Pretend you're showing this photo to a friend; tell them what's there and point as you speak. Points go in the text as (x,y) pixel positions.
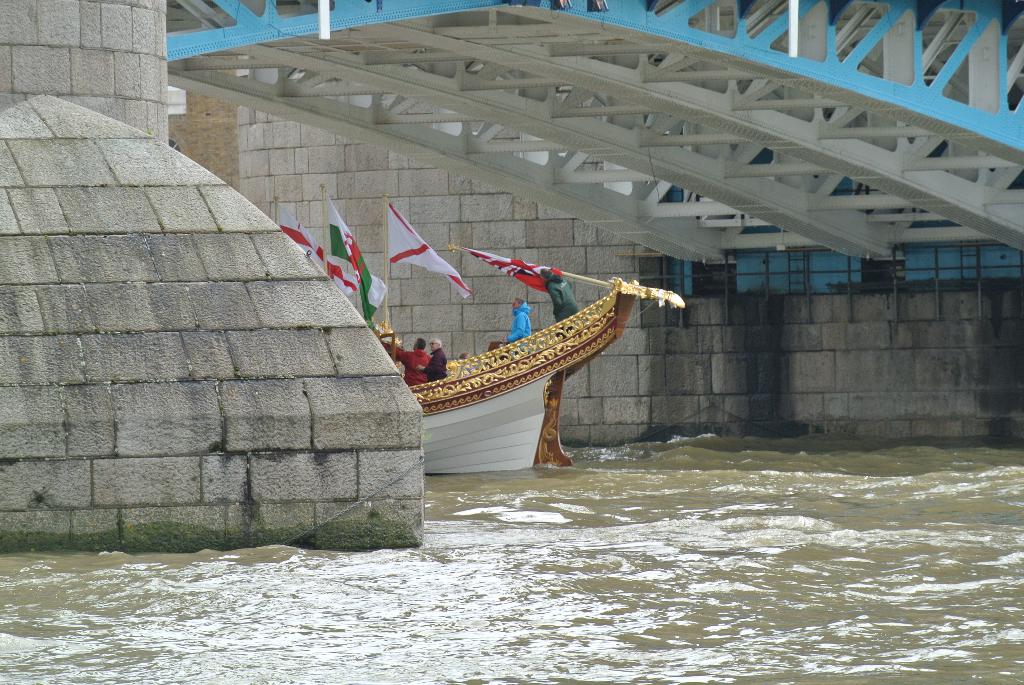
In this image I can see in the middle (476,394) there is a boat (492,394), few people (523,321) are there and there are flags (408,262) in it. At the top (988,151) it looks like a bridge (543,95), at the bottom (575,500) there is water (588,590).
